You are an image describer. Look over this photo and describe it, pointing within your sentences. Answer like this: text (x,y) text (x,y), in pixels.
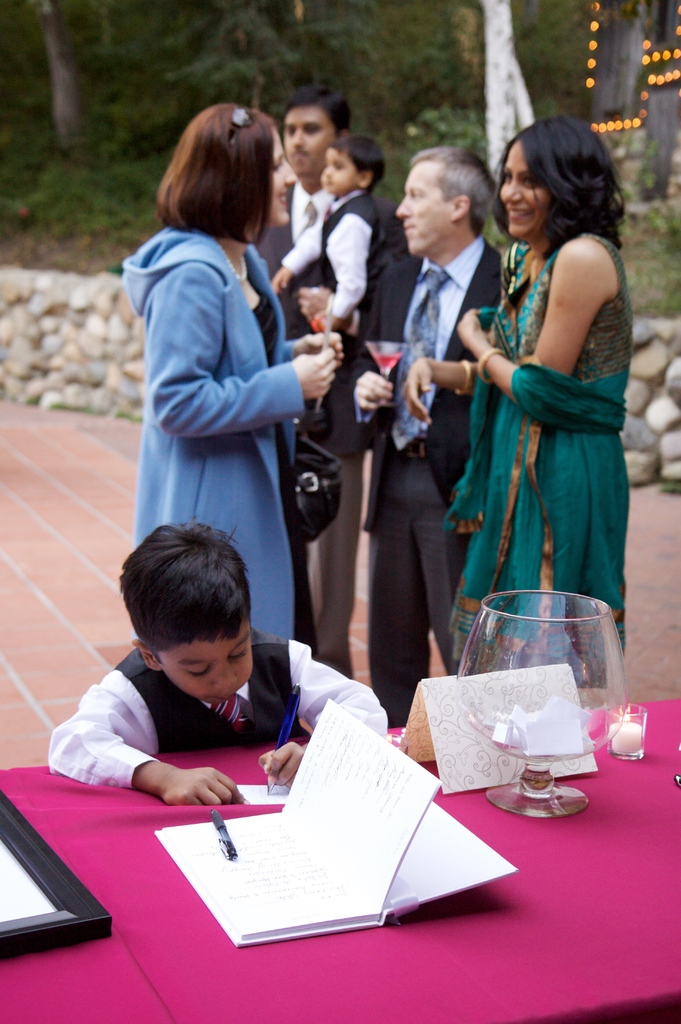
In this image we can see few people (425,532) and there is a kid (152,705) writing on the paper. There is a table (304,962). On the table (461,927) we can see a cloth (627,959), book (388,857), paper (359,881), pens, jar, candle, frame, and a card (443,693). In the background (11,291) we can see wall (634,364), trees (496,1), and lights (658,55).
